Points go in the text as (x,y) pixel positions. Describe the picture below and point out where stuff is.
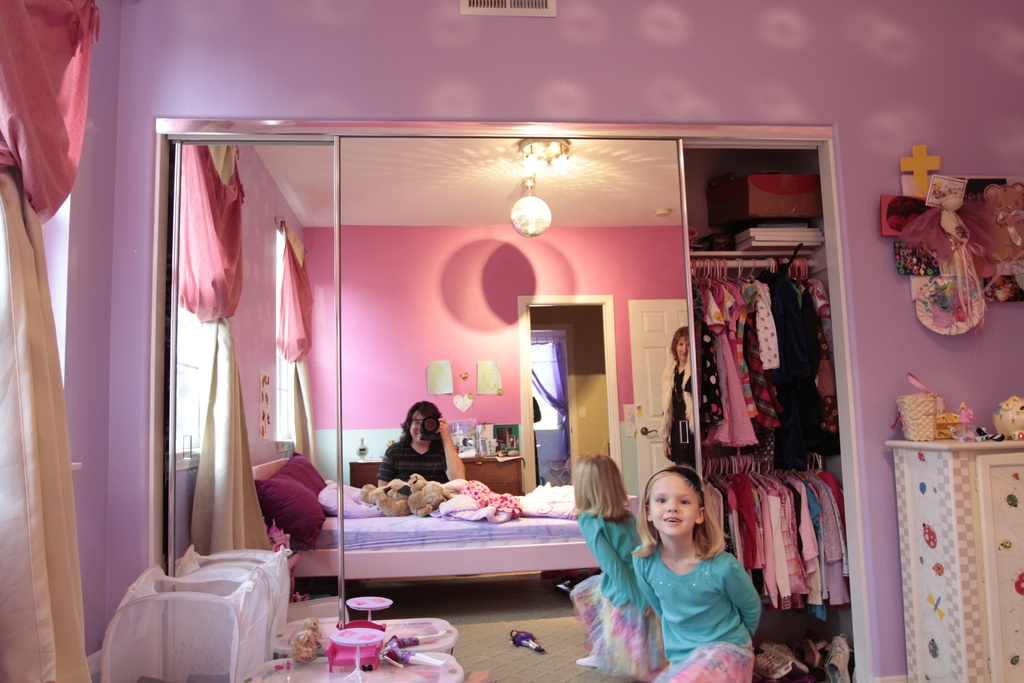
In this image I can see a child (650,538) and two persons (414,431). The person (434,449) is holding a camera (427,426). There is mirror (590,541) and a cupboard (760,297). There is bed (453,530), pillow (304,509), blanket (478,496). On the table (929,445) there are some items (1006,426).
